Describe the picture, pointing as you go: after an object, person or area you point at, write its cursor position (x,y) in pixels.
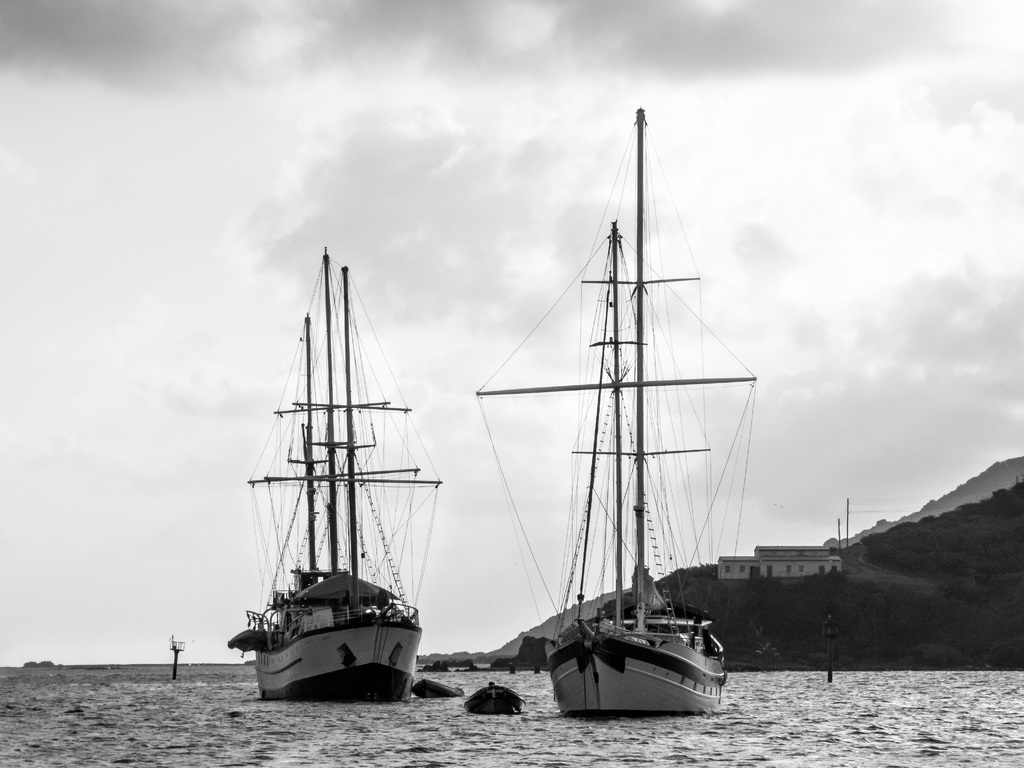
In this picture we can see a few boats (279,651) in the water (257,746). There are some objects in the water (462,754). We can see a house (780,553) and poles (848,510) in the background (840,535). Sky (451,611) is cloudy.
